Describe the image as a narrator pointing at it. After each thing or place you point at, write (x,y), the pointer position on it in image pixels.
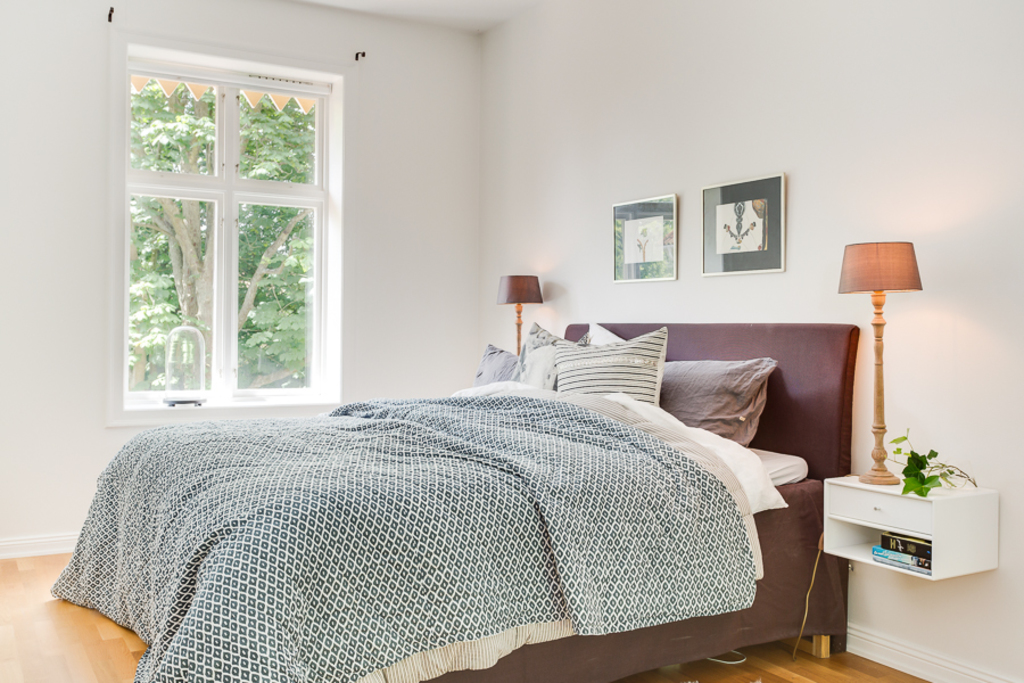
In this picture we can see the inside view of a room (572,453). This is the bed (585,456) and there is a window (209,261). This is the floor (24,623) and we can see the frames (671,225) on the wall (704,89). And this is the lamp (908,281).
